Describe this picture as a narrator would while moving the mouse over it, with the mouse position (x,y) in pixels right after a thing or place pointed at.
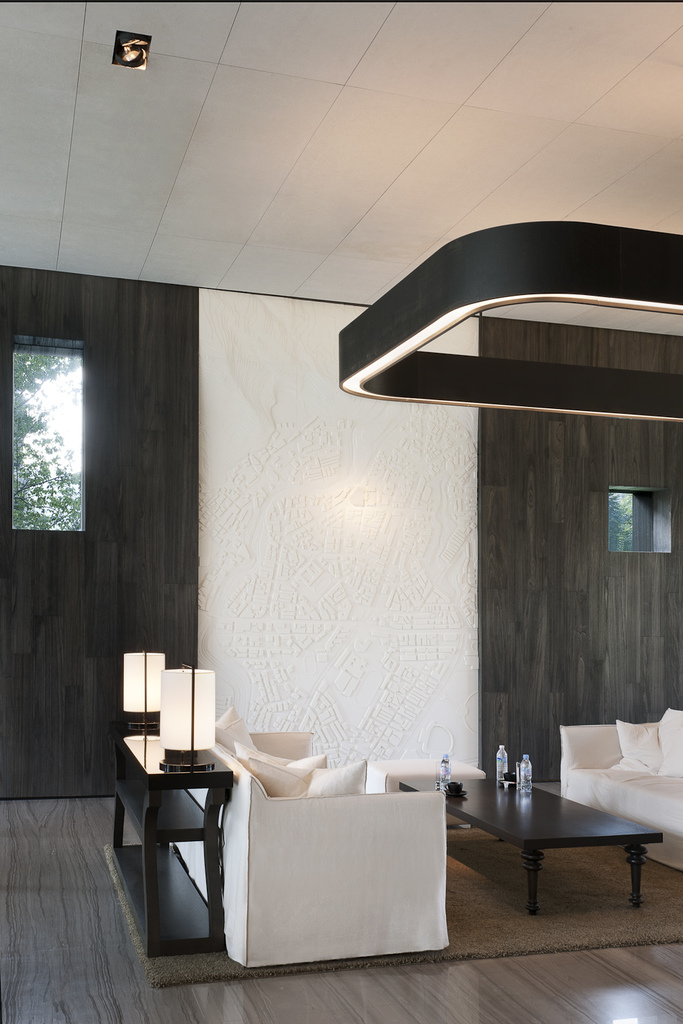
This is a picture of a living room (386,955). In the left of the picture (156,822) there is a desk (180,775), on the desk (145,753) there are lamps (173,708). To the right of the picture (659,795) there are two couches (347,819) and a table (558,836), on the couches (360,825) there are pillows (284,768), on the table (549,819) there are water bottles (507,767). In the background (513,580) there is a wooden wall (552,566). On the top of the ceiling (377,176) there are lights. Floor (474,986) is made of wood (625,952).
